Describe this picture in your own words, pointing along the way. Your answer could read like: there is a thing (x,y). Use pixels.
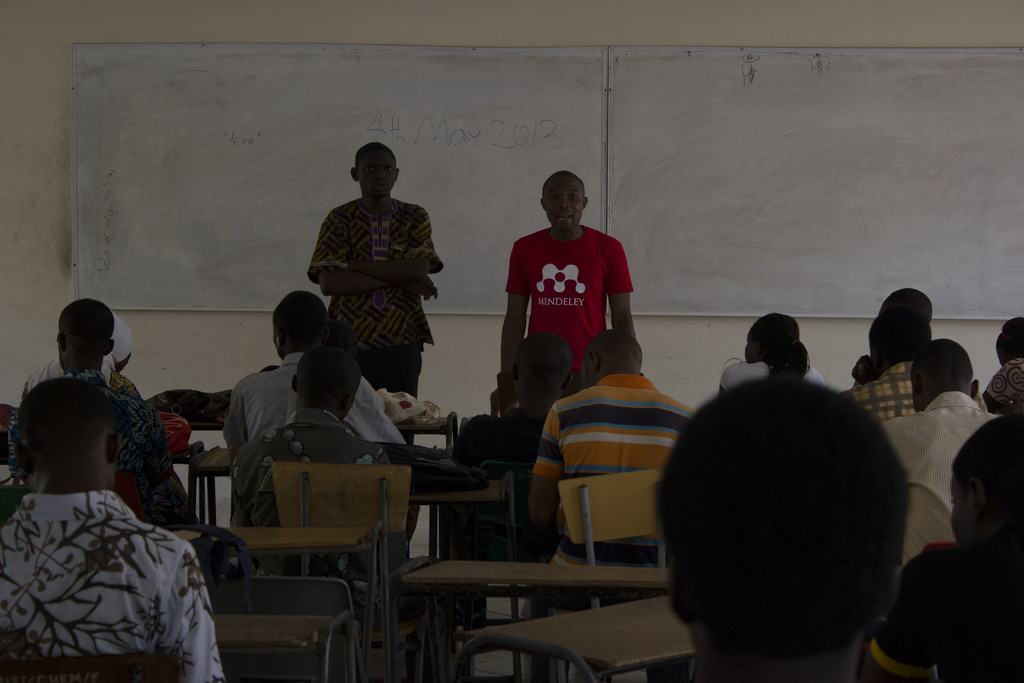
In this picture we can see some people (742,477) are sitting on chairs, there are two persons (630,288) standing in the middle (579,261), in the background (626,57) there is a wall (603,19) and two boards (617,184), we can see handwritten text (553,146) on this board (483,125).
